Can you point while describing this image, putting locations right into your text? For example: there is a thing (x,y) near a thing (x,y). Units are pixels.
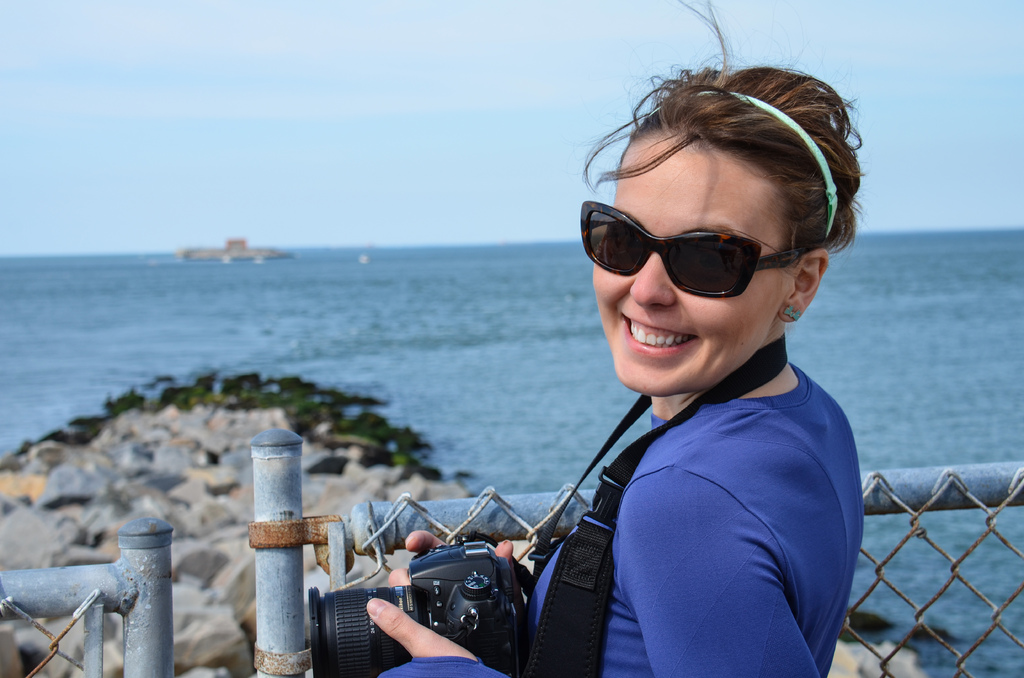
In this picture we can see women (669,403) wore goggle (715,235), headband (760,105) and she is smiling and holding camera (504,583) with her hand (378,608) and standing at fence (54,578) and in background (413,416) we can see water (393,346), rocks (257,409), sky (276,140).
